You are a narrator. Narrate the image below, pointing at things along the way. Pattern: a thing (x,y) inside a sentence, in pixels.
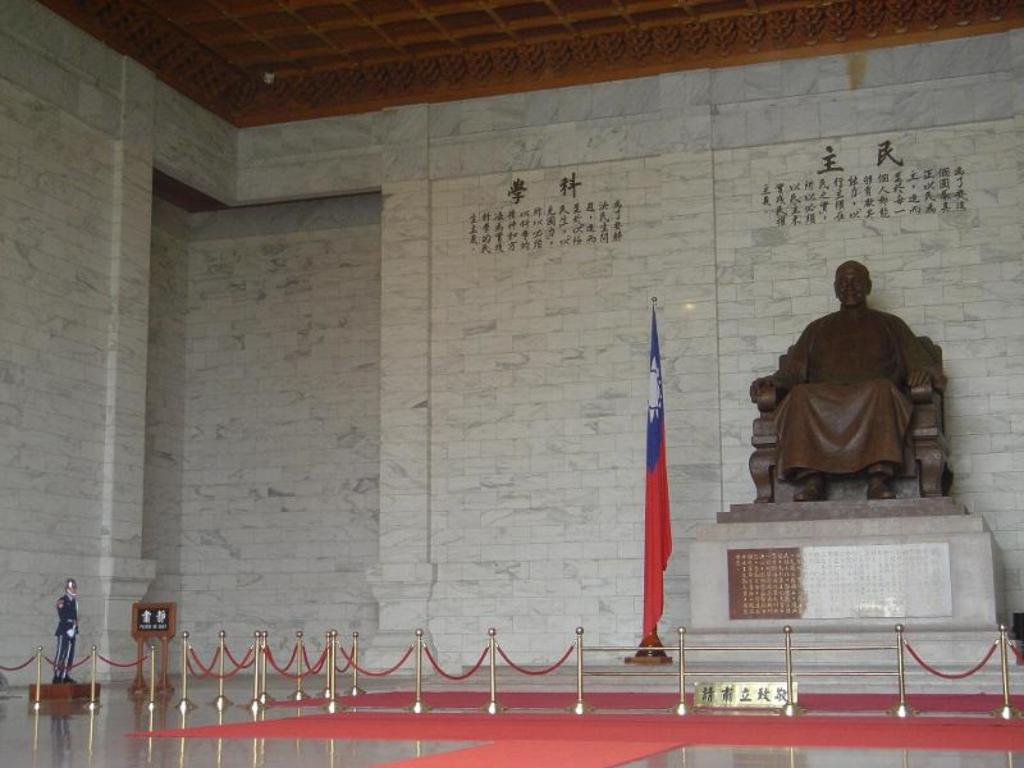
In this picture there is a view of the hall (741,422). In the front (879,340) there is a bronze statue (885,439) sitting on the chair (859,484). In the front (691,742) bottom side there is a red carpet (537,728) and golden chain pipe (944,678). In the background (258,532) there is a white color wall (297,248) and brown roof top (585,75).
